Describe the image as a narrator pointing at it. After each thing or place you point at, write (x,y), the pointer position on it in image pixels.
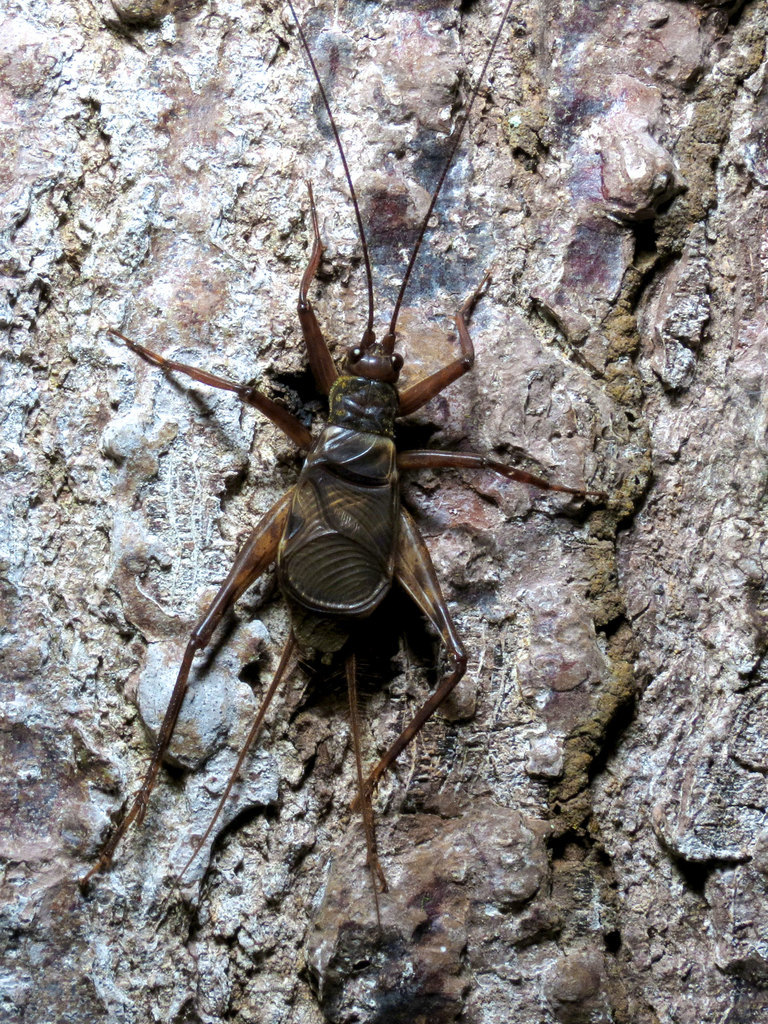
In the image we can see an insect (259,552) on the solid surface (557,466).
